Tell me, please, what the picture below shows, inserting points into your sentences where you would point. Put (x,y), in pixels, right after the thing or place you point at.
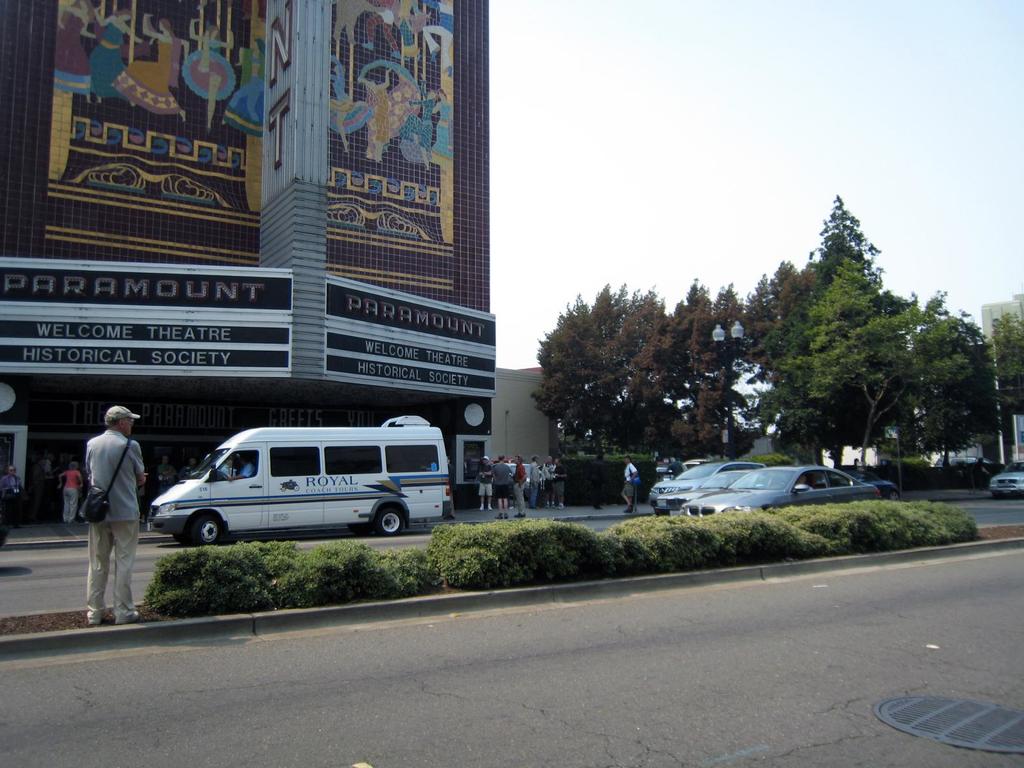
This image is taken outdoors. At the bottom of the image (594,687) there is a road (643,687). At the top of the image (594,194) there is the sky (800,155). On the left side of the image (189,144) there is a building (164,151) with paintings (336,154) and there are many boards (256,321) with text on them. A man (123,514) is standing on the ground (105,614) and a few (76,468) people are standing on the sidewalk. On the right side of the image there are a few building (874,450). There are a few trees (841,412). A few cars (753,467) are moving on the road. In the middle of the image (390,438) a van (316,489) is parked on the road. A few people (500,479) are standing on the sidewalk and there are a few plants (519,584) on the ground (662,578).
